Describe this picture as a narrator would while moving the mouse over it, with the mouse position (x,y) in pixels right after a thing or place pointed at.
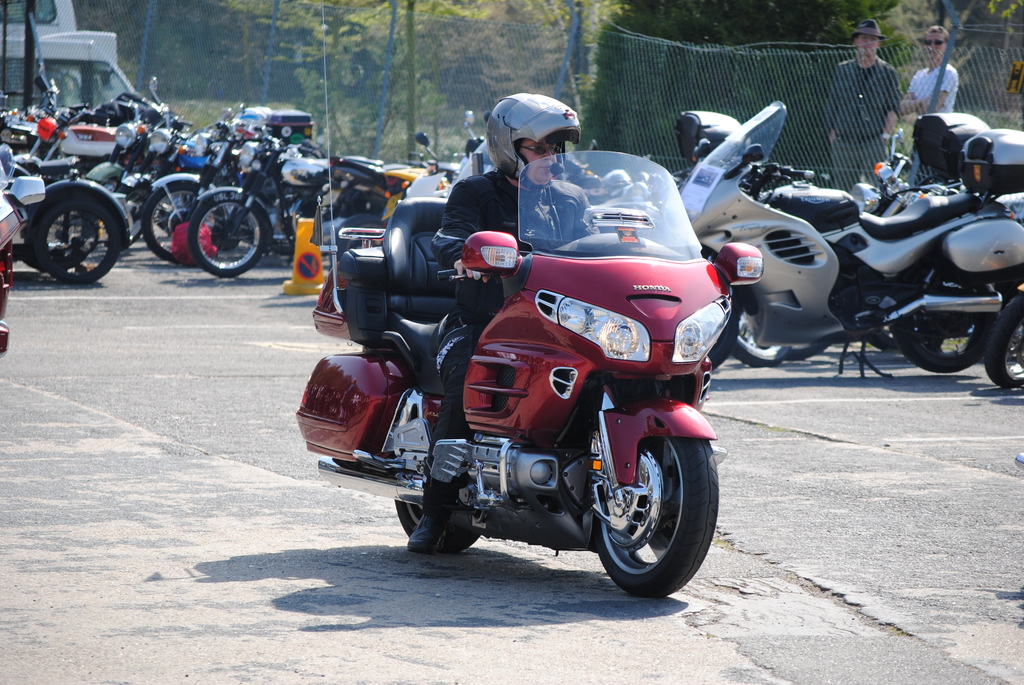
In the image we can see there are many two Wheeler (538,270) and there is a person (460,357) wearing clothes (454,493), shoes (436,519), spectacles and a helmet (500,157) and the person (560,160) is riding on the vehicle (519,297). Here we can see the road (553,588), net (623,123) and trees (590,44). We can see there are even other people (856,108) standing, wearing clothes (883,115).
